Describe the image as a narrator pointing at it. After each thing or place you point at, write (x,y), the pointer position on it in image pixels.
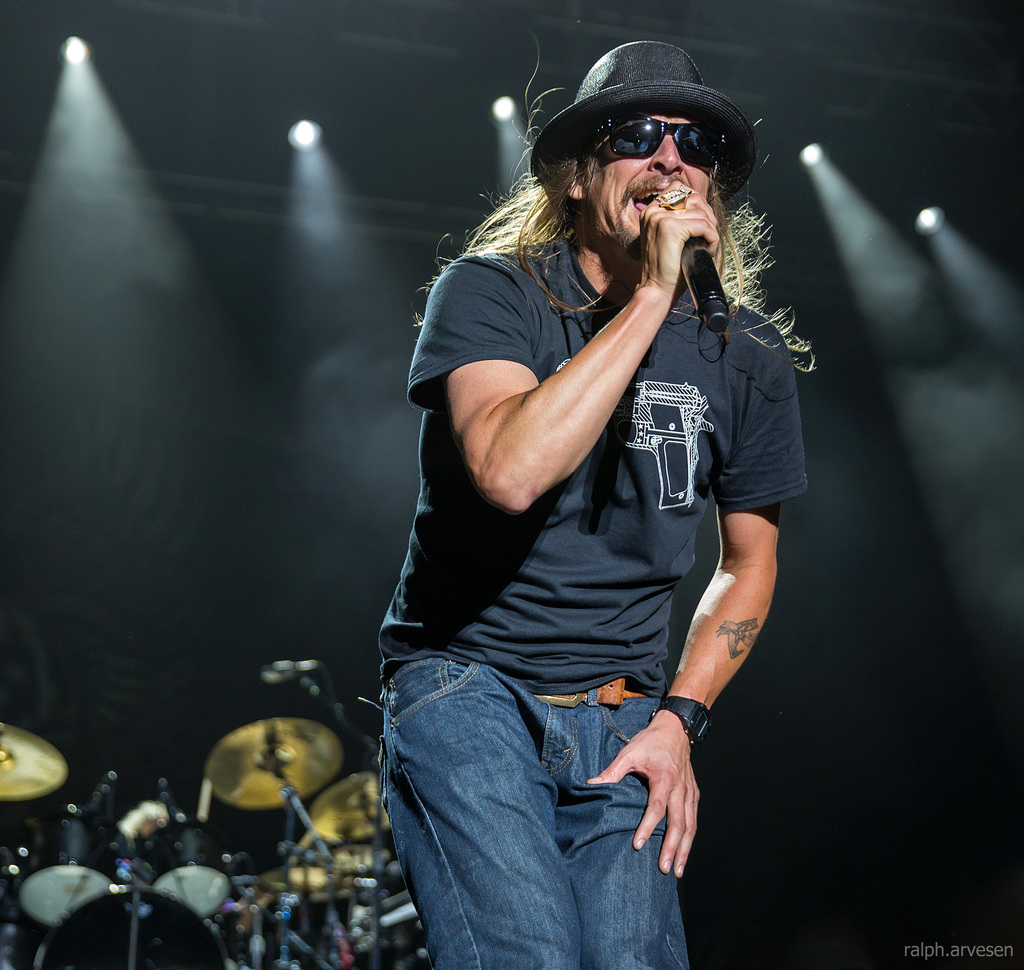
An old man (626,448) wearing a navy blue t-shirt (679,461) and black hat (634,74) and jeans (565,849) with watch (685,713) on his left hand (675,688), singing on a mic (703,296). There is drum kit (208,857) in the behind and the light (79,84) focusing from the ceiling (837,167).
